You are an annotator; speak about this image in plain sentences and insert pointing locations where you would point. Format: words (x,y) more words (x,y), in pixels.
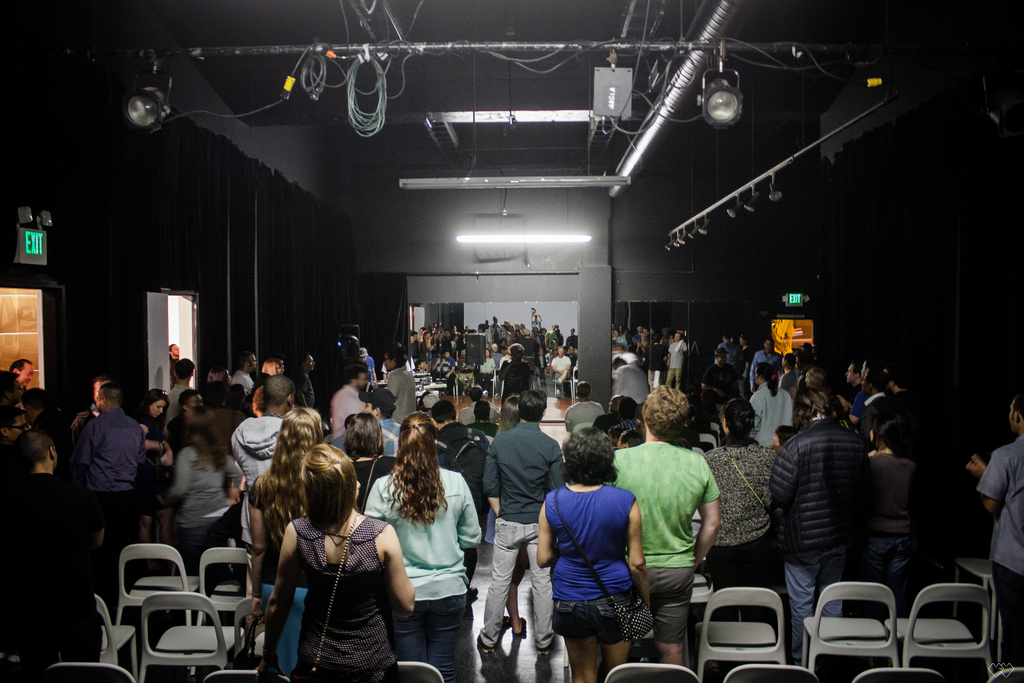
In this image we can see a group of people (416,440) standing on the floor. We can also see some chairs (703,648), the sign boards (43,247) with some text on them, a tube-light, a pillar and a curtain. On the top of the image (522,165) we can see a roof (510,151) with some ceiling lights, metal rods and some wires (353,124).
